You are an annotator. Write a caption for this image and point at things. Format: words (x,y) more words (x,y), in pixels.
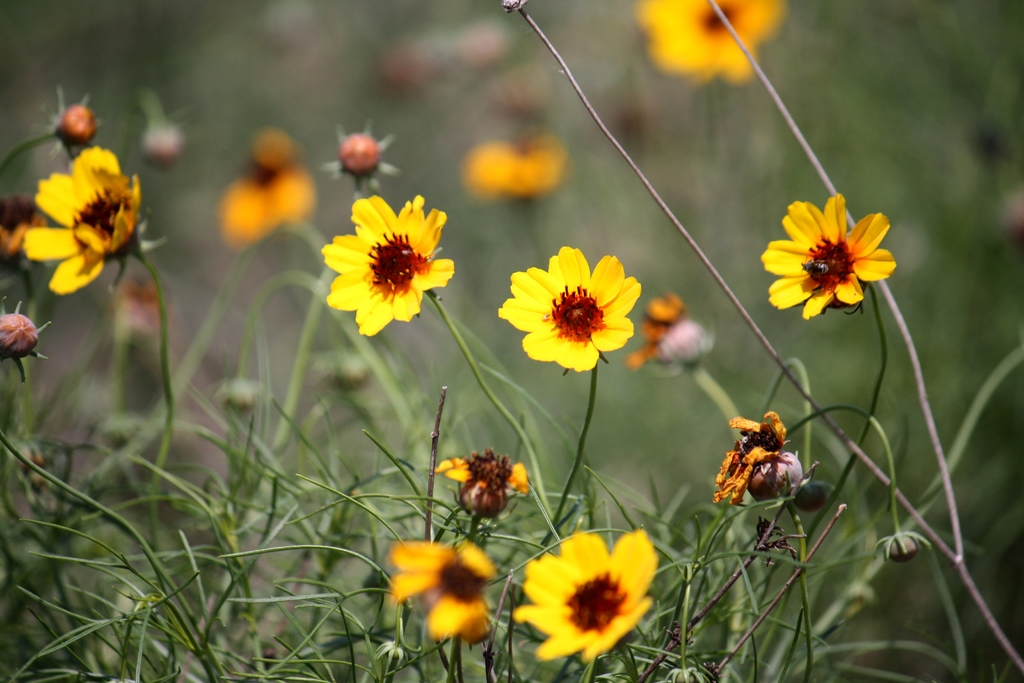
Here in this picture we can see flowers (536,323) present on plants (546,501) and in the middle of flowers (406,267) we can see pollen grains (584,309) present.
